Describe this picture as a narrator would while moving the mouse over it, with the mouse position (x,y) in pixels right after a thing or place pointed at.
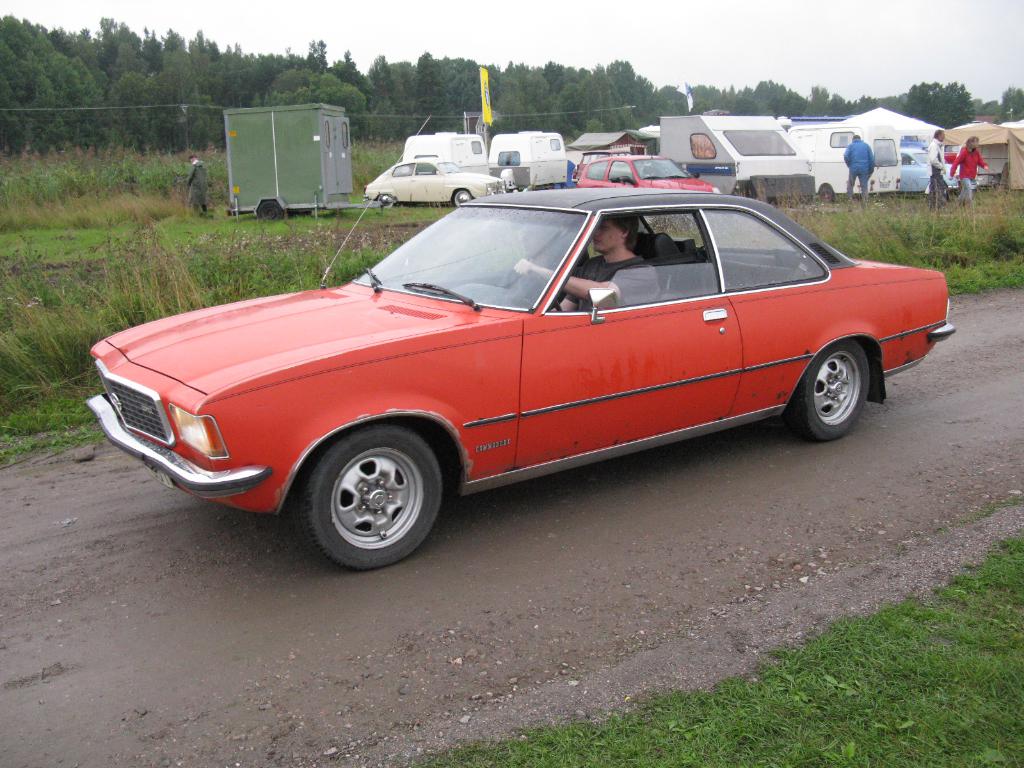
This image is taken outdoors. At the top of the image (511,55) there is the sky (865,47) with clouds (469,57). At the bottom of the image (694,706) there is a ground (469,710) with grass (887,714) on it and there is a road (65,627). In the background (83,83) there are many trees (466,110) and plants (679,103) with leaves (223,128), stems (104,120) and branches (89,134). There are a few tents (944,148) and many vehicles (796,173) are parked on the ground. A few people (862,164) are walking on the ground (993,197). In the middle of the image (498,372) a car (509,364) is moving on the road (492,539).
